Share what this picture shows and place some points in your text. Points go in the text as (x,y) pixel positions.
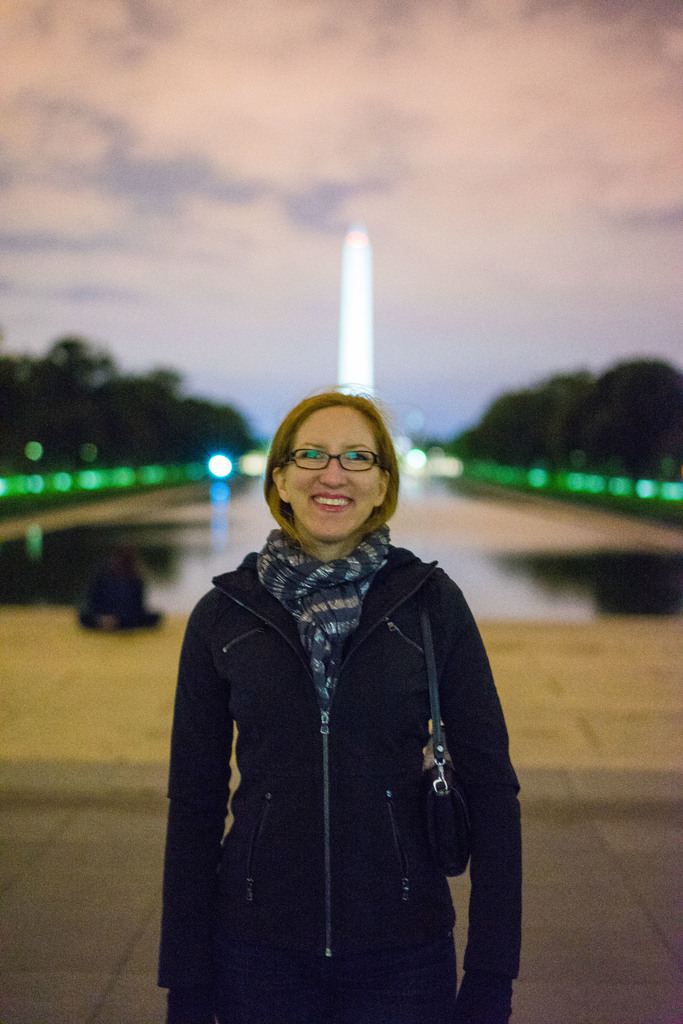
In this picture, there is a woman (342,721) in the center (322,628). She is wearing a black jacket (440,892), scarf (357,608) and carrying a bag (441,872). In the background (87,430), there are trees (524,459) and sky (399,199).
